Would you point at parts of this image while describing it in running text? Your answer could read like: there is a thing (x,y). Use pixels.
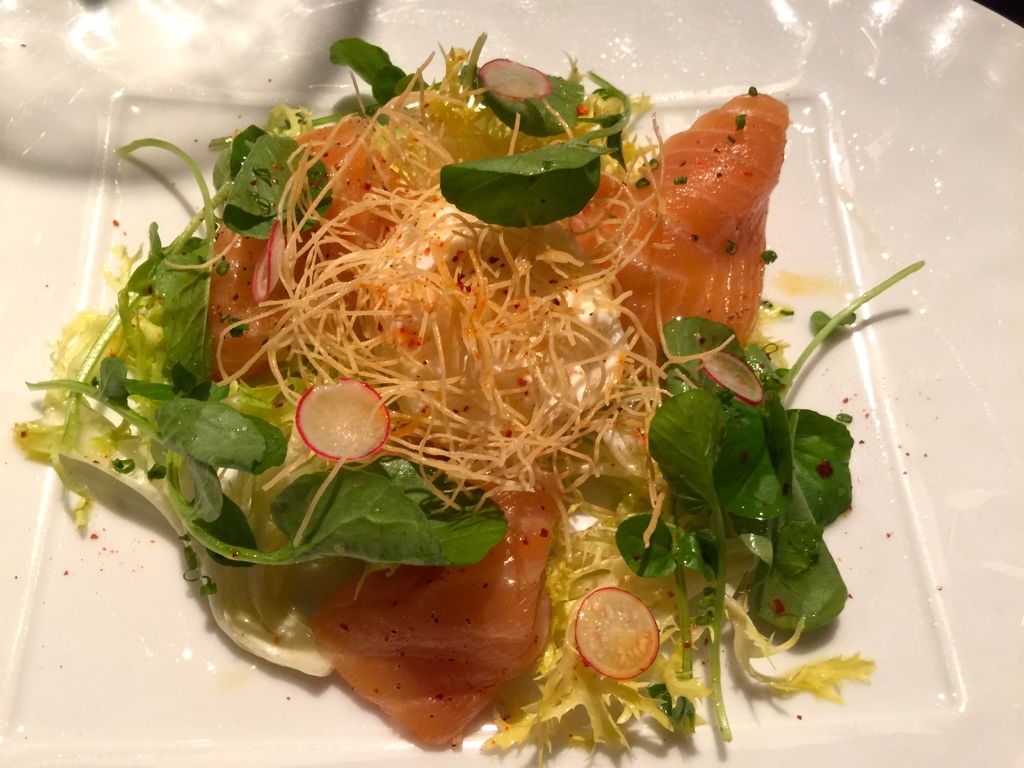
In this image I see a white plate (295,726) and on the plate (800,53) I see food (776,429) and I can also see few green color leaves (133,417).
